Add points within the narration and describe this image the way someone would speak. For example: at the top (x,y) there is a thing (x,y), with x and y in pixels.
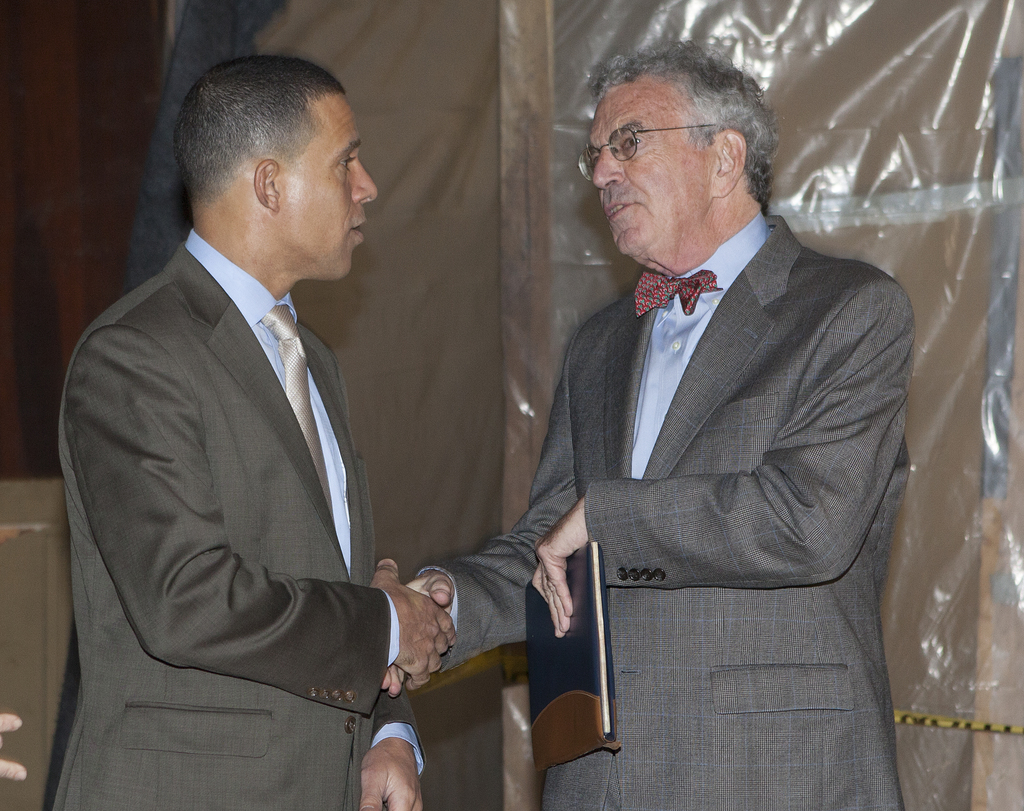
In this image I can see two men (416,642) are standing and giving shake hands (434,636). These men (427,603) are wearing suits (313,485). The man (511,550) on the right side (789,514) is wearing spectacles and holding something (594,661) in the hand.
